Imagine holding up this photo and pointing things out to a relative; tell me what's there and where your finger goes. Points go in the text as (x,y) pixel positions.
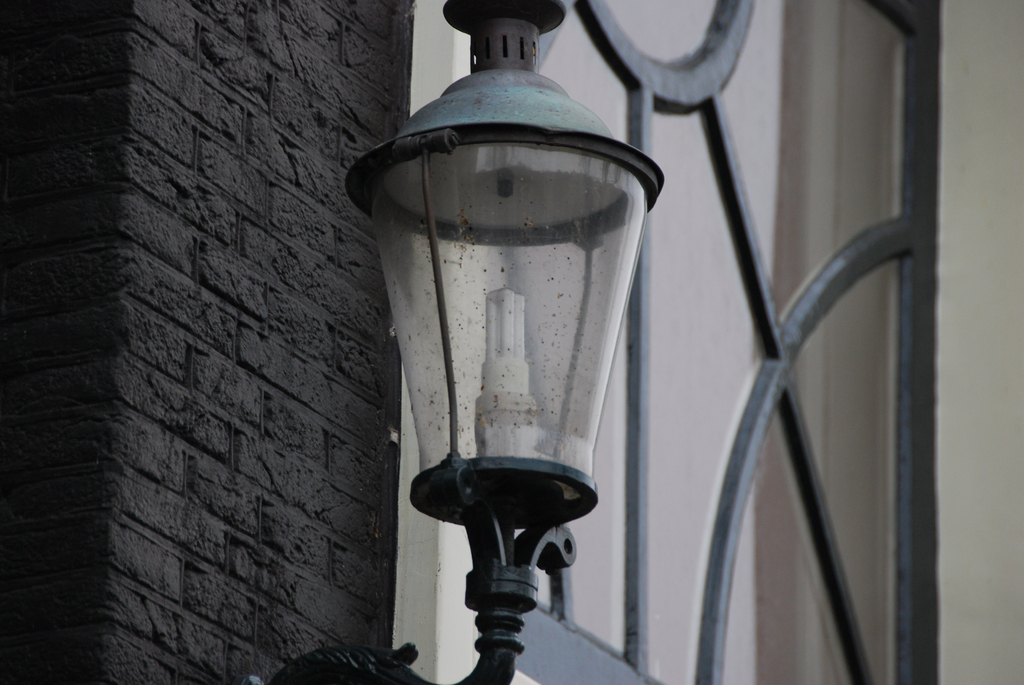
In the center of the image (538,311), we can see a light (522,225) and in the background (206,123), there is a window (641,141) and a wall (286,197).
